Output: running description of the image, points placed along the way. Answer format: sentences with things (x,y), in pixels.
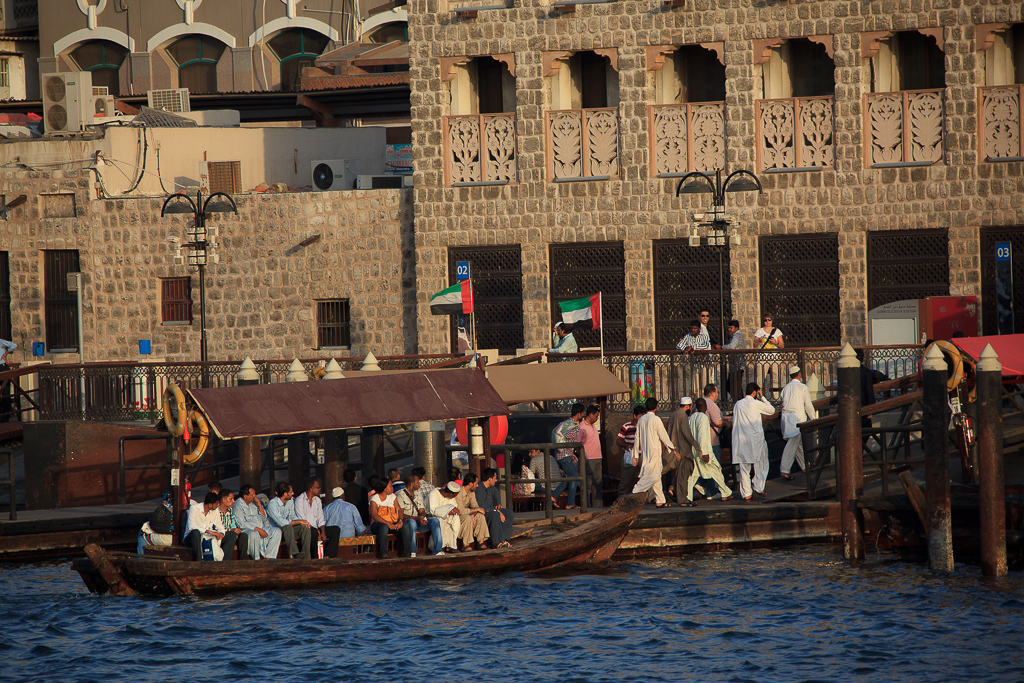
In this picture there is a boat (421,400) on the water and there are group of people (320,507) sitting on the boat (183,554). At the back (391,237) there are buildings (419,277) and there are group of people (688,397) walking on the ramp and there are group of people (556,328) behind the railing (665,368) and there are street lights (722,363). On the right side of the image (850,385) there are poles (945,481) and there are flags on the boat (515,535). At the back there are air conditioners (60,127) on the building (385,215). At the bottom (721,558) there is water (638,630).
